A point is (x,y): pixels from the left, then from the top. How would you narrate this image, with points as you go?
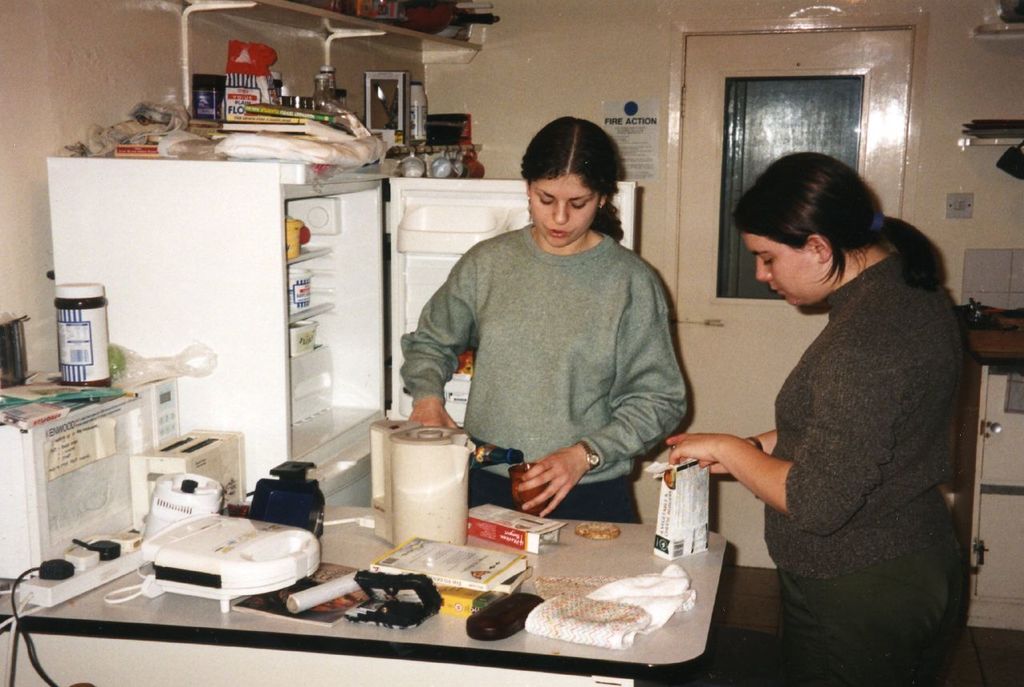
This Image is clicked in a room (692,427) where there is a refrigerator (284,278) on the left side (226,324), there is a door (744,114) on the back (802,82), there are two women (873,391) standing, there is a table (422,686) in front of them. On the table (387,660) there is a box (477,597), cloth (630,641), tissue roll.
